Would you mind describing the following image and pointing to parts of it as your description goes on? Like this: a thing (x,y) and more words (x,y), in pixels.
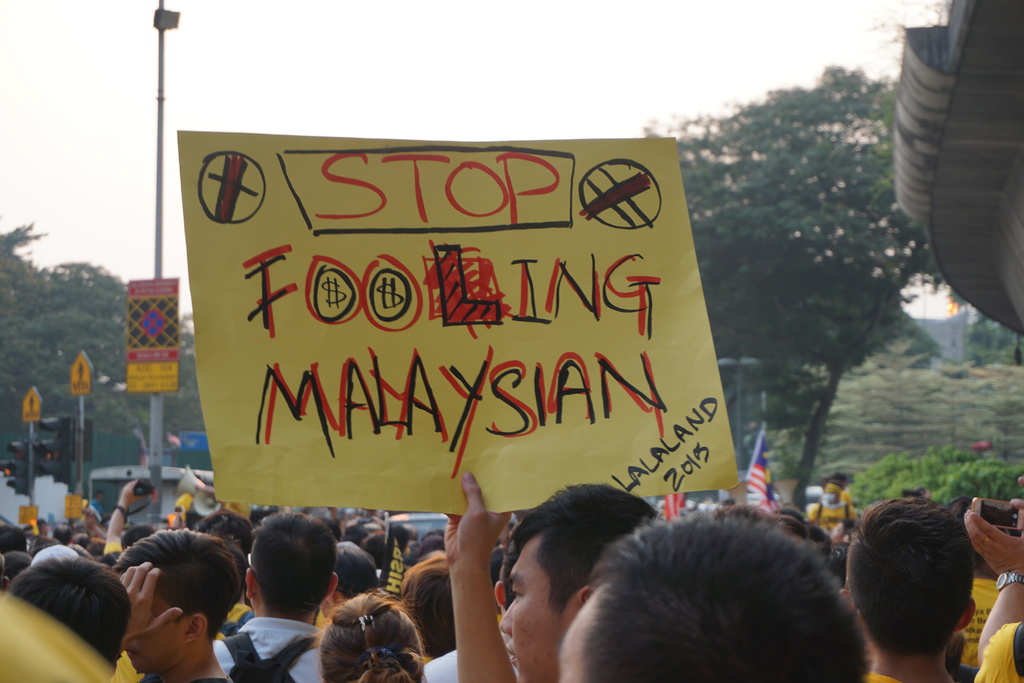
In the middle of the image (376,415) we can see an placard (626,485). In the background (104,27) we can see persons (338,610) standing, poles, cc camera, trees (757,380), and sky (148,198).
